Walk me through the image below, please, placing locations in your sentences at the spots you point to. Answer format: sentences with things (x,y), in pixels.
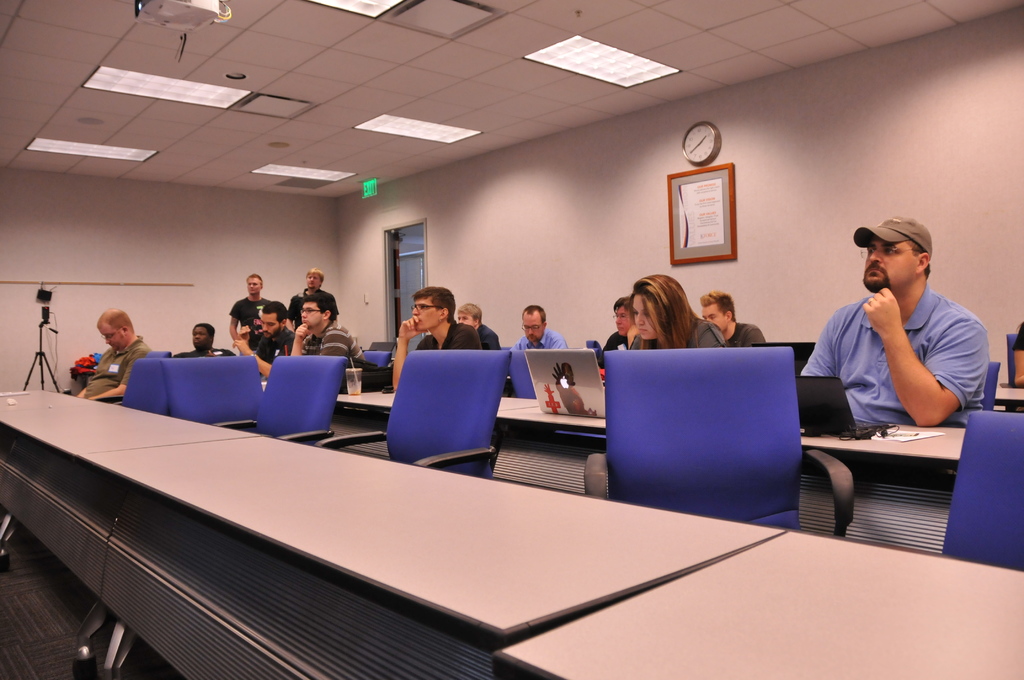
In this picture we can see some persons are sitting on the chairs (420,424). These are the tables (880,657). On the table (549,423) there is a laptop (569,385) and a glass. On the background (643,245) there is a wall (794,212) and this is frame (700,224). There is a clock (691,149) and these are the lights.
